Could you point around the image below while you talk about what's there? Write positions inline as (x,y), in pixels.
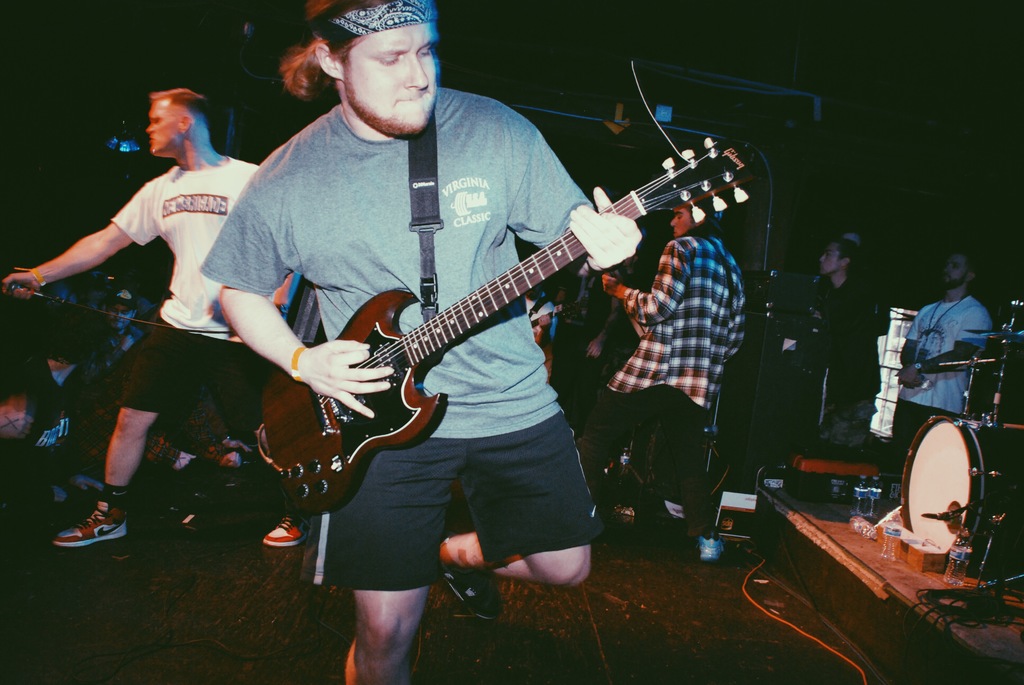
In this picture there is a man (277,319) playing guitar (367,427). There are few people (674,252) who are standing in the background (908,365). There is a drum (971,509), bottles (962,575), box (921,553) on the stage (911,585). There are three persons (969,308) standing to the right side (926,307).
